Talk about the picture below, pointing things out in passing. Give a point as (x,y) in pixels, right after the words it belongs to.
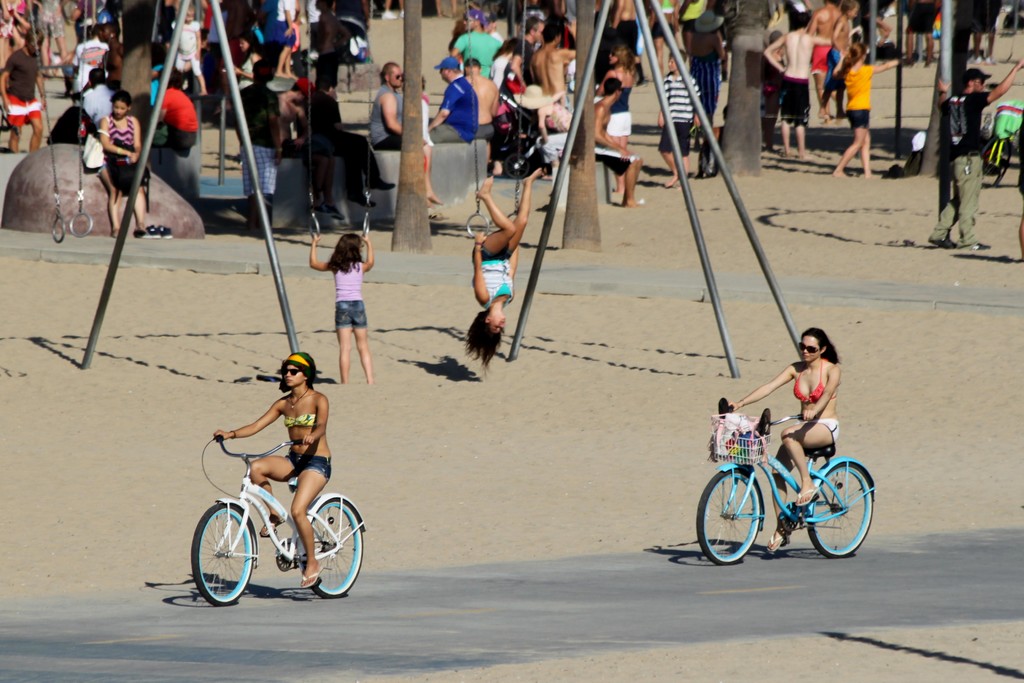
In this picture there are two women (804,481) riding a bicycles (750,493) on the road (683,595) and there are some children (489,291) playing in the sand (351,365) with hangings (310,196). In the background (502,75) there are some people (485,81) sitting and some of them were standing.
